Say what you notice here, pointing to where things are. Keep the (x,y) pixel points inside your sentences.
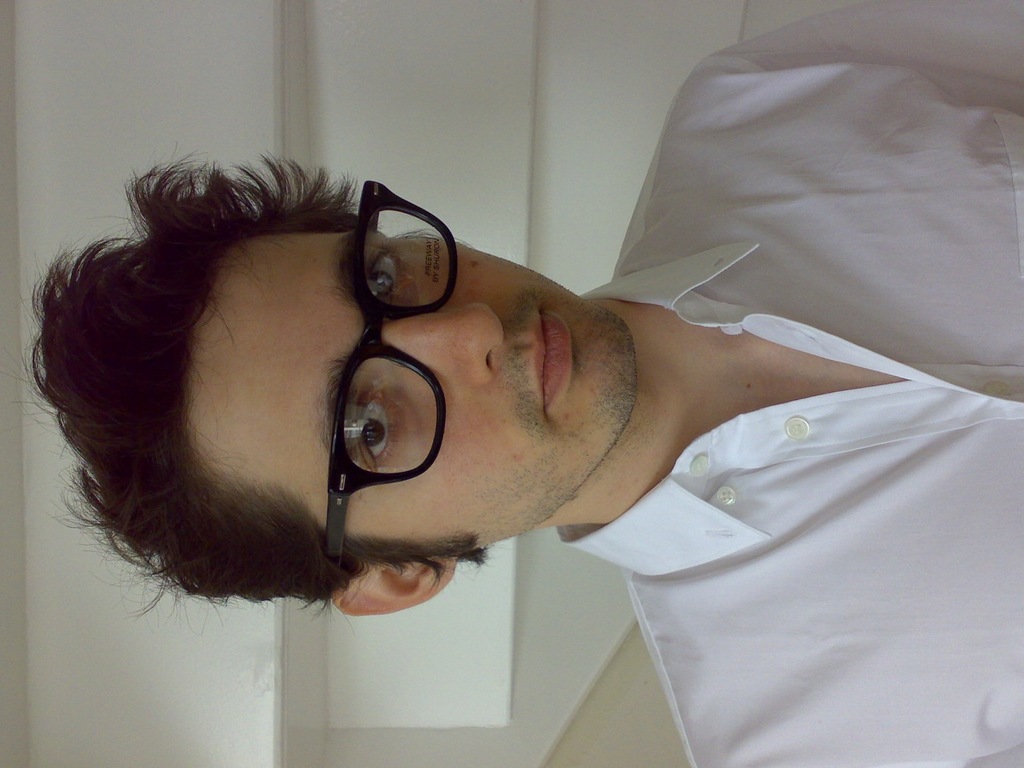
In this image we can see a person (450,545) wearing glasses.
